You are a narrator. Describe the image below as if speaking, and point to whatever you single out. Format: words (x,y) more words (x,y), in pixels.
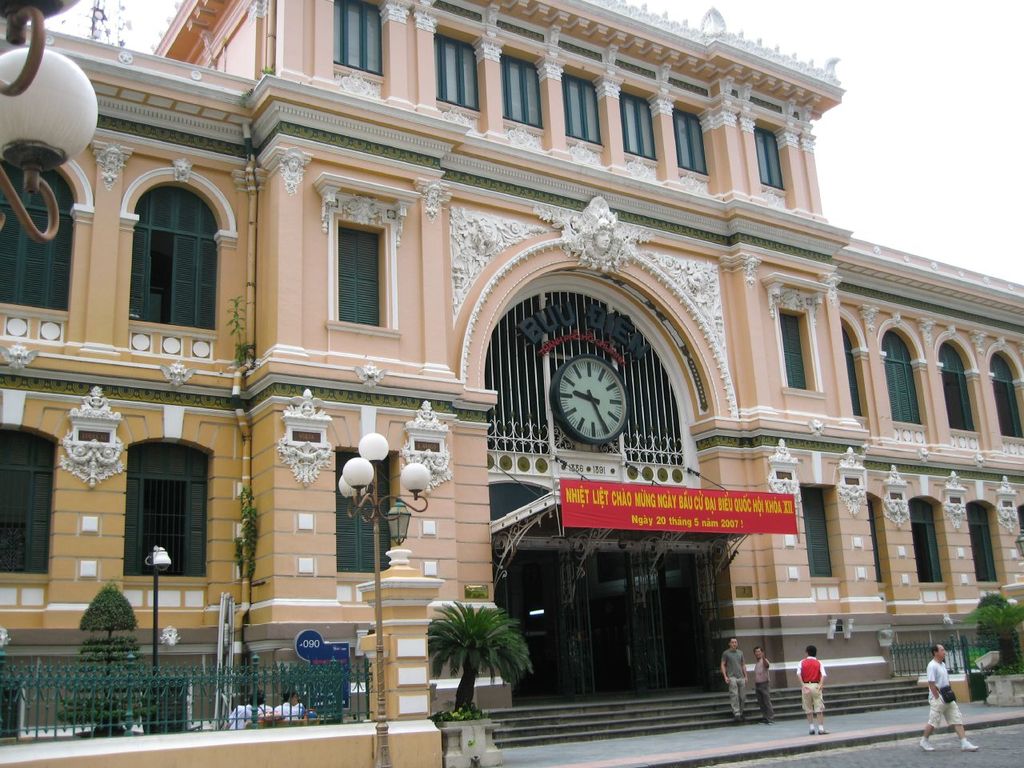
This picture shows a building (432,239) and we see a clock (576,393) and few trees (107,597) and we see few people (766,687) standing and a man (938,649) walking and he wore a bag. We see pole lights (377,553) and few people (244,699) seated and a cloudy sky (875,46) and we see a board (670,513) with text (657,494) on it.
